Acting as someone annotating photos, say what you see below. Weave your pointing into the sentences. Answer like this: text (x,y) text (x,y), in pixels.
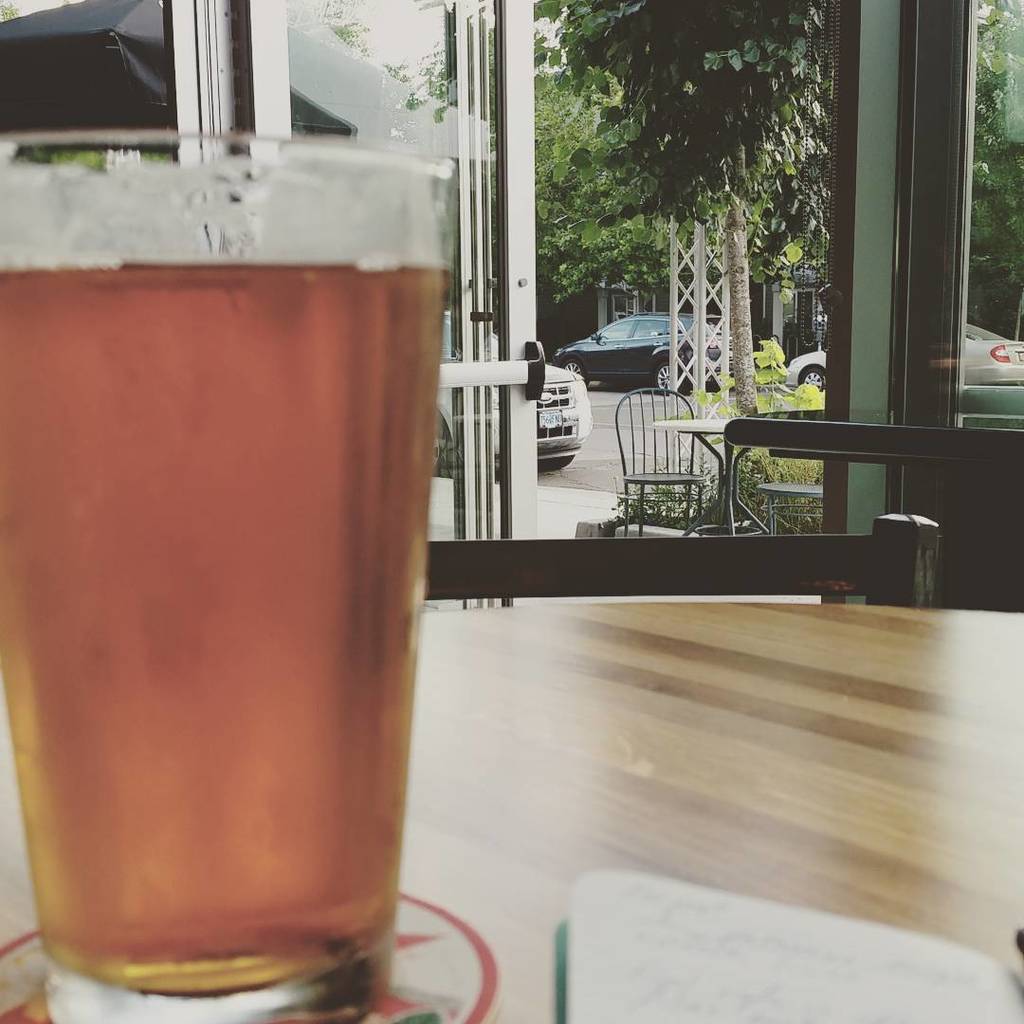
In this image I can see a glass (376,741) on the table (665,767). At the background (684,144) there is a chair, vehicles (551,442), tree (693,134) and a building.
